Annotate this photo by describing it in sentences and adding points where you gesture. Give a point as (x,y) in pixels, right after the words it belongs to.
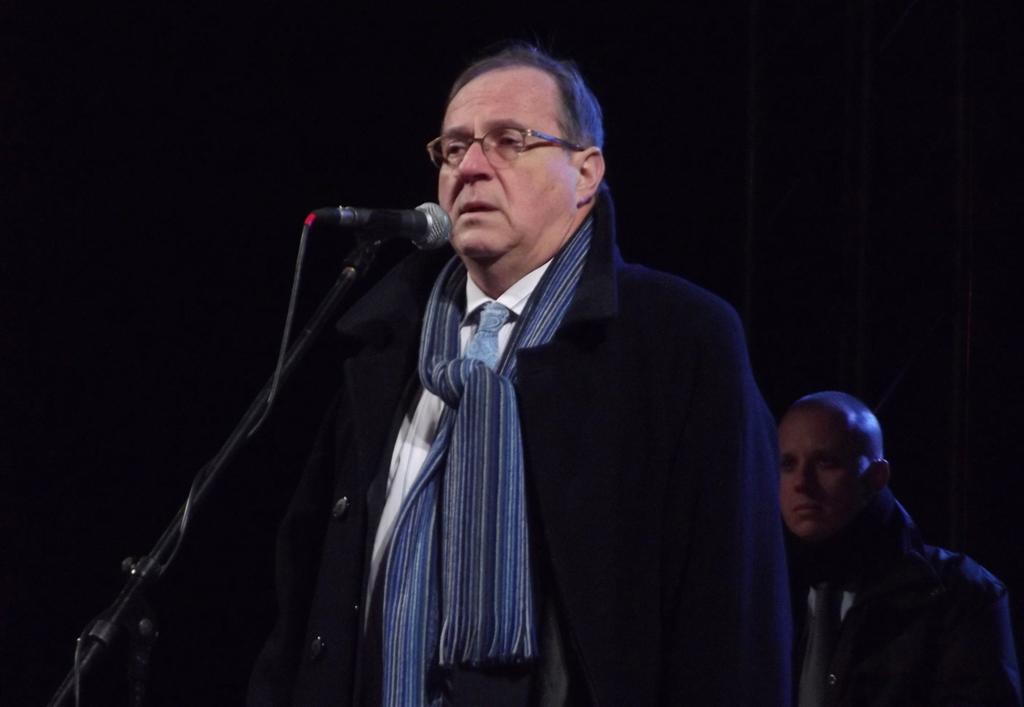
In this image I can see a man (508,307) wearing a black coat (712,452) and a tie (485,332). I can see he is standing in front of a mic (372,217). he is wearing a specs (473,152). In the background (866,496) I can see one more person (869,676).
